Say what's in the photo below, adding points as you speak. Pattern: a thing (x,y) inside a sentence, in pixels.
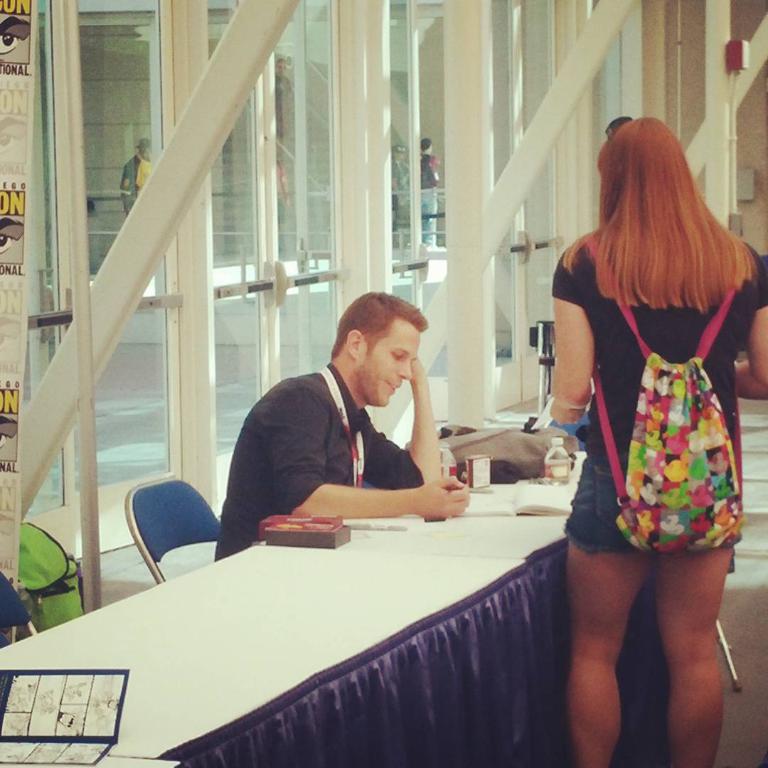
This image is taken inside a room (484,215). There are two persons (676,302) in this room (188,471) a man (290,475) and a woman (594,428), a man (284,467) is sitting on a chair (189,509) in the middle of the image (273,422). In the left side of the image (25,278) there is a poster (4,411). In the right side of the image (751,254) there is a woman (618,586) standing wearing backpack (683,539).
